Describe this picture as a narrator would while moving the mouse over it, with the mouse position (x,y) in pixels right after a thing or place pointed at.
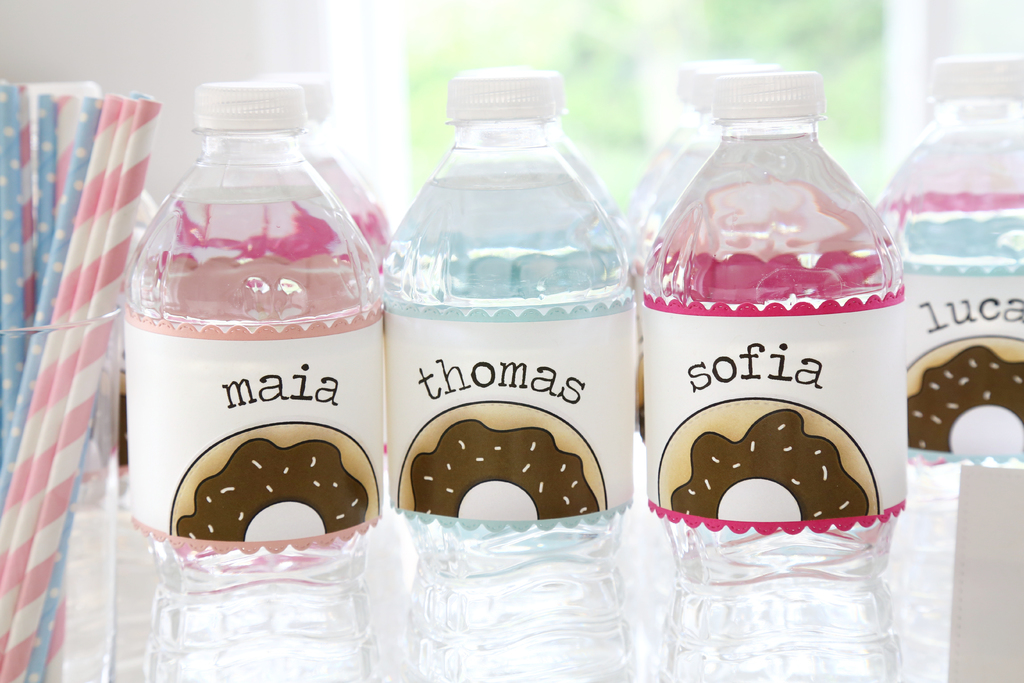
Here we can see water bottles (420,424) and straws (69,249) in a glass (92,490). In the background (189,69) there is a wall (43,55) and window (636,116).
